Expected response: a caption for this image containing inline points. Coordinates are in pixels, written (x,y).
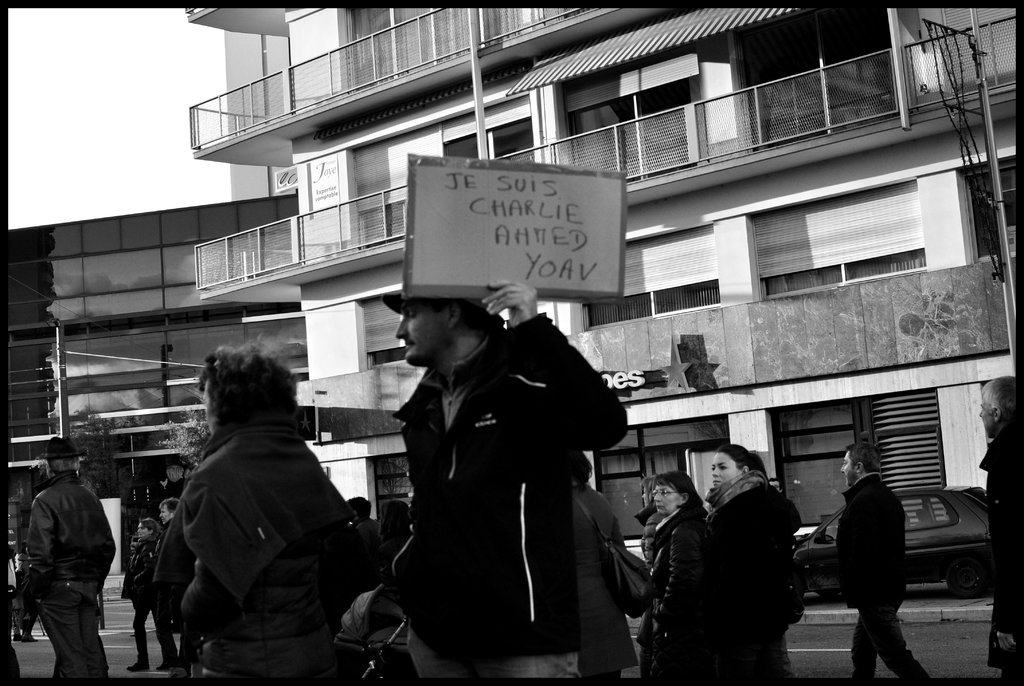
In this image, we can see a group of people (771,548) wearing clothes (89,557) and standing in front of the building (258,321). There is a person (447,380) in the middle of the image (451,380) holding a placard (460,280) with his hand (528,313). There is a sky (131,78) in the top left of the image (131,81).
